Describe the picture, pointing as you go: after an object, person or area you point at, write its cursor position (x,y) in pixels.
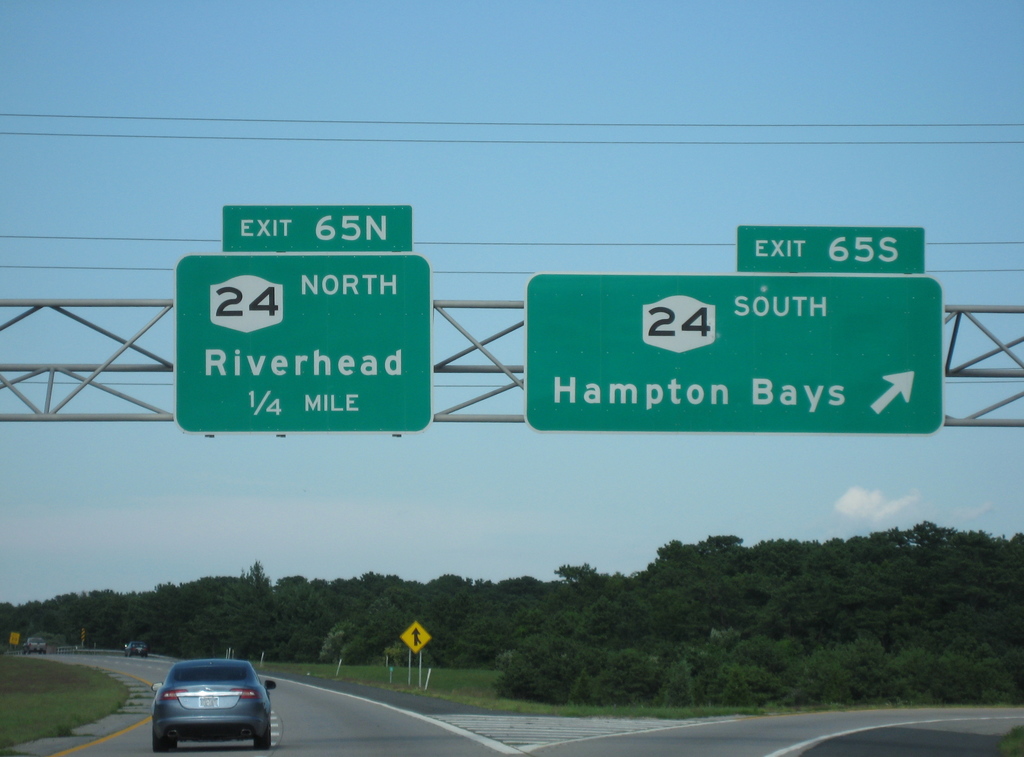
There are cars (258,708) present on the road (341,743) and we can see the trees (286,610) at the bottom of this image (794,609). There is a sign board (345,363) in the middle of this image (667,342) and the sky (462,414) is in the background (426,453).
